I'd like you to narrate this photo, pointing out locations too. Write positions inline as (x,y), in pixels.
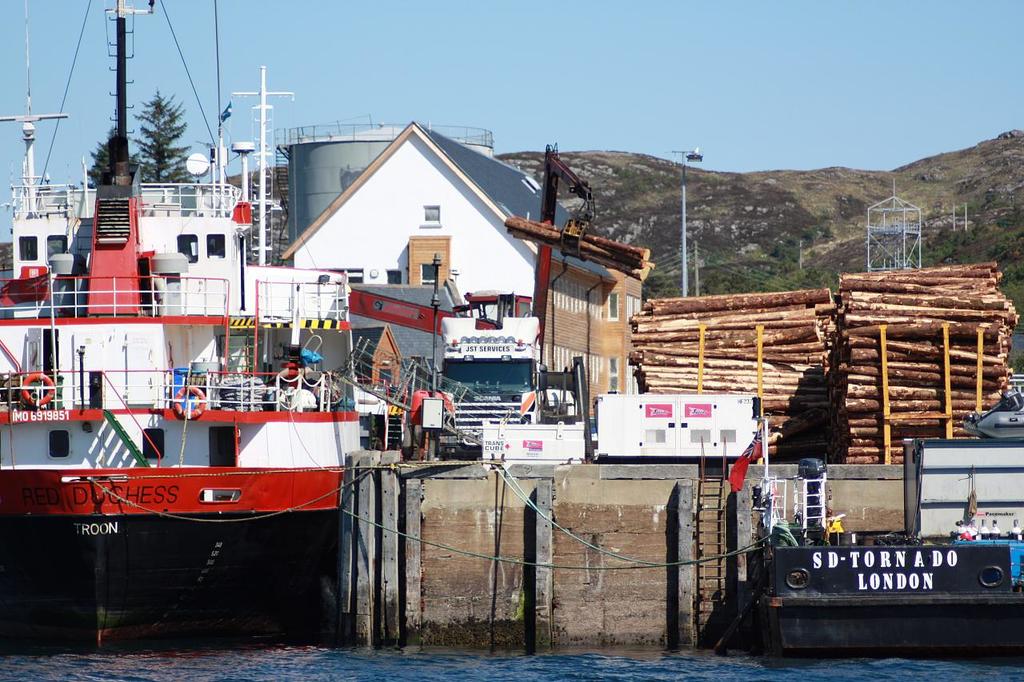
On the left side (125,550) there is a ship (168,218) with poles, tubes (200,405) and many other things (200,388). Near to the ship (341,477) there is a wall (471,541) with poles (680,553). There are ropes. Also there is water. In the back (425,278) there is a building (431,225). On the right side (743,303) there are wooden logs (734,316). There are electric poles (682,246). In the background (727,209) there are hills (708,172), trees (184,130) and sky (789,97).
